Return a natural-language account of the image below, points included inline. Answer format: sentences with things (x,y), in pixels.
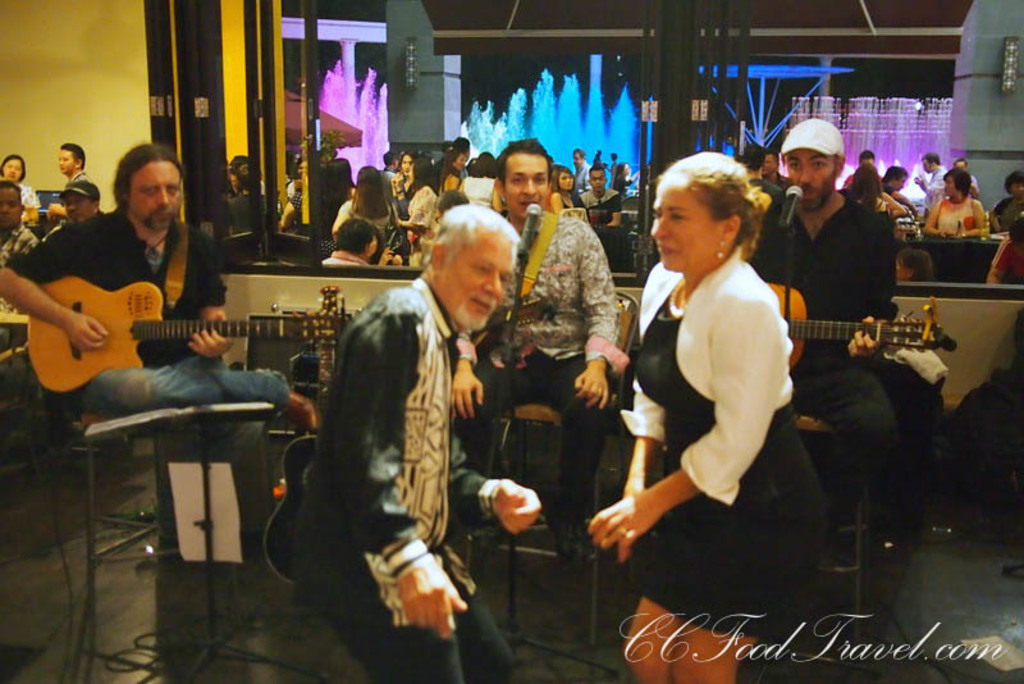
Here we can see some persons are sitting on the chairs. They are playing guitar (795,294) and he is singing on the mike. This is floor (106,598). There is a wall (30,126) and these are the lights (536,116).
